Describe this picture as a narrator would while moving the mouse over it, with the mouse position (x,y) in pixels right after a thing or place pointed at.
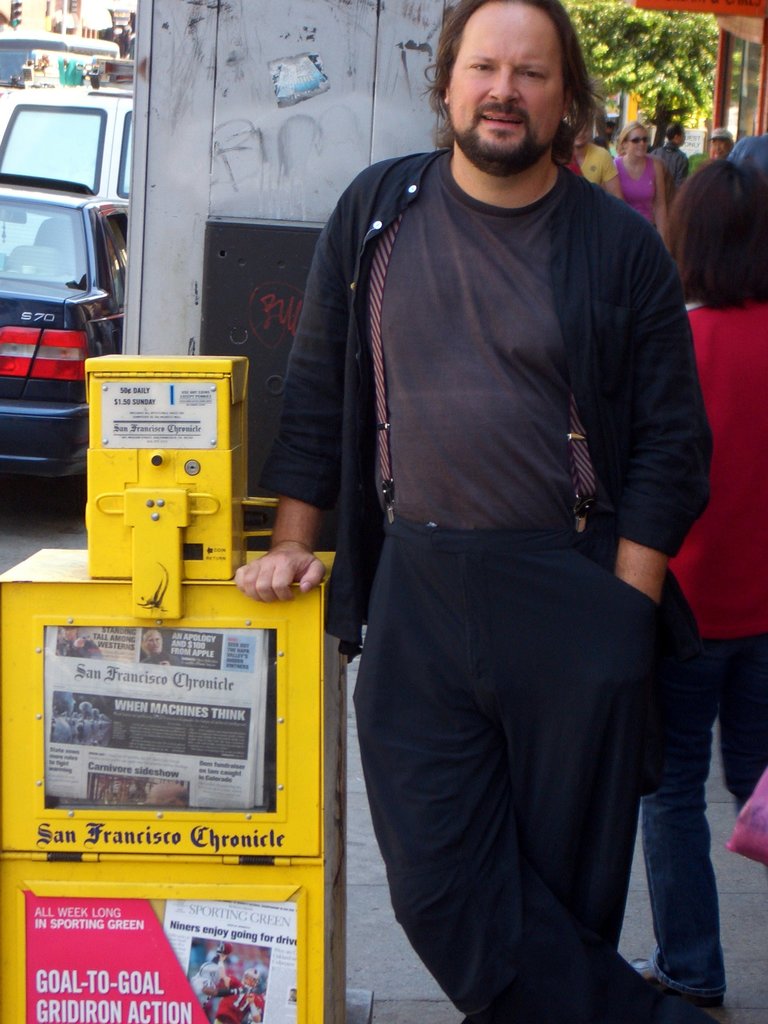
In this image we can see people (726,164) and there is a machine (112,711). In the background (74,495) there are cars (60,247) and we can see trees (669,44). There is a building (759,25).
